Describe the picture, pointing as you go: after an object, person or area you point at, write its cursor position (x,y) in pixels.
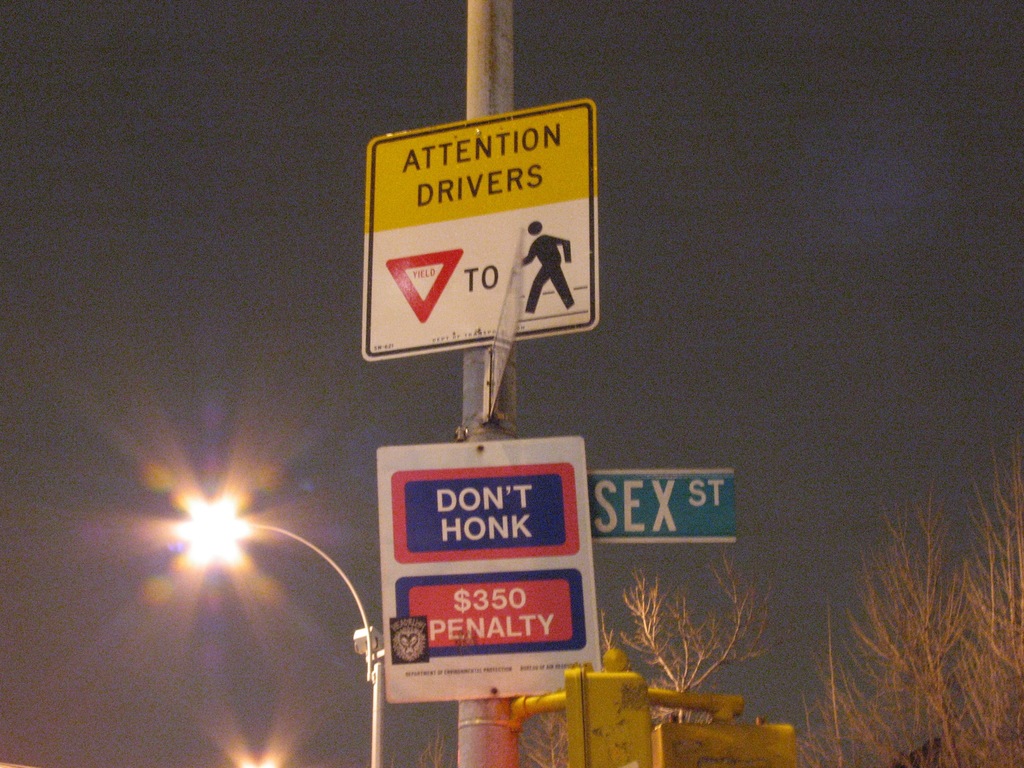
In this picture we can see some boards (530,444) to the pole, side we can some trees (910,692) and we can light (224,523) to the pole (315,546).
